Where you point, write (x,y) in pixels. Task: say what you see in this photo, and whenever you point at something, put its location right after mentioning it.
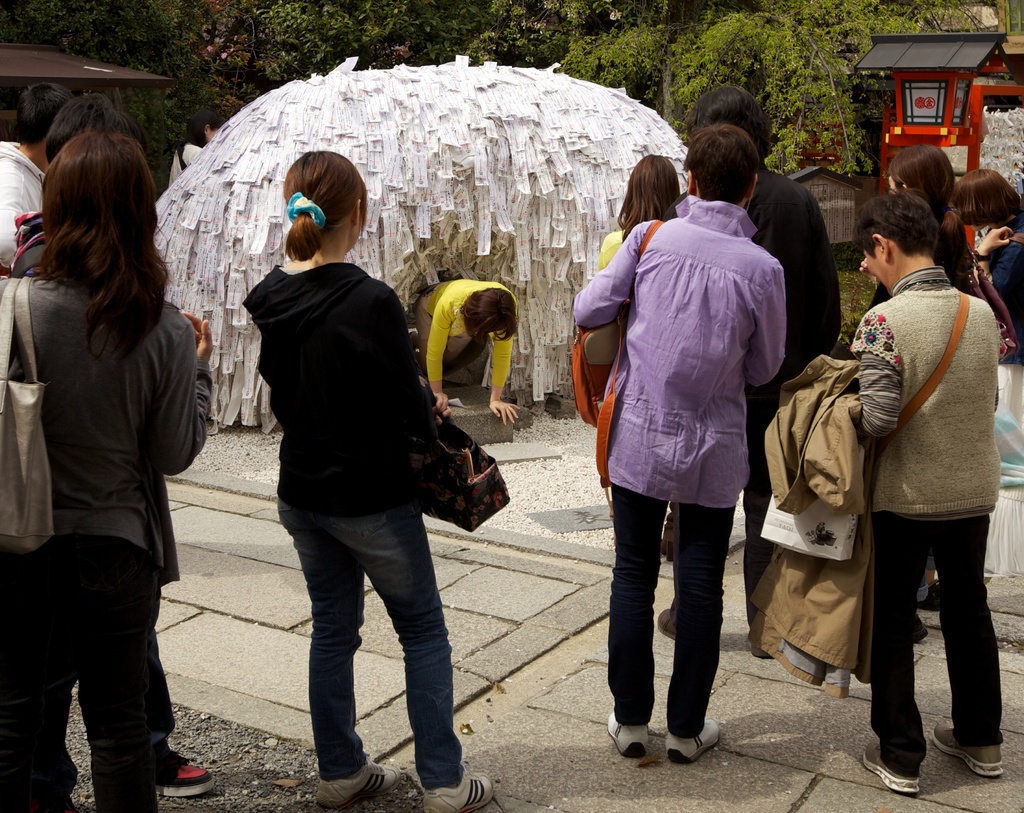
In this picture there are some people (357,414) standing. Most of them are women (922,279). I can observe some trees (347,49) in the background (732,75). There is a hut (457,174) which is in white color in the middle of the picture (549,319).
